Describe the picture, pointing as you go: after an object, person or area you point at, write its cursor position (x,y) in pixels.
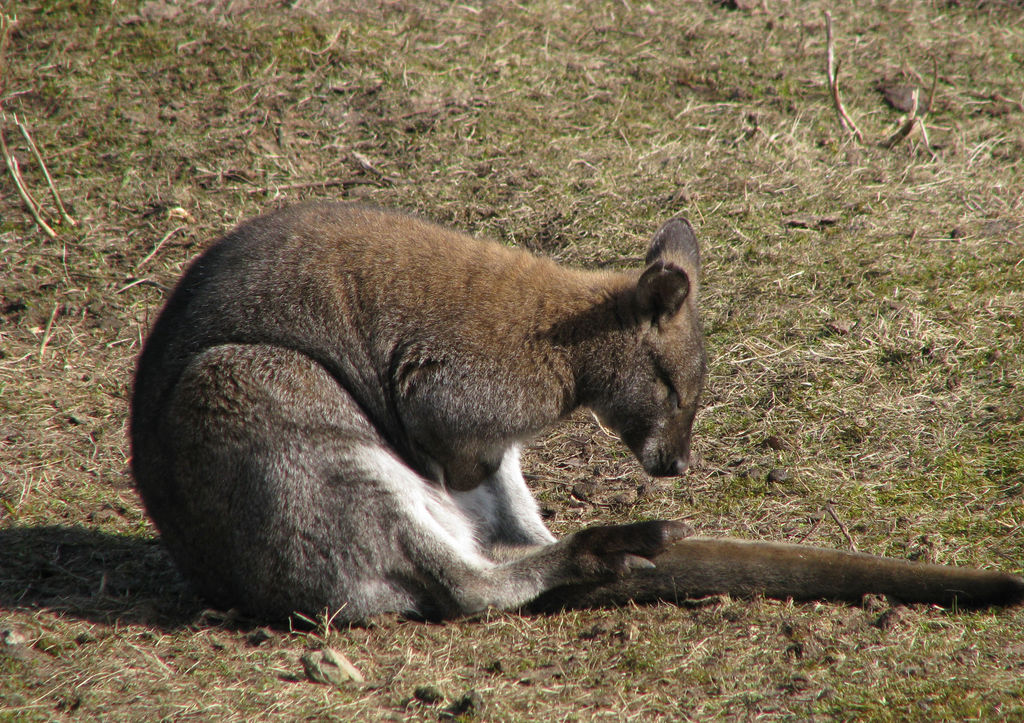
In this image, we can see an animal (475,478). We can see the ground (609,505) covered with grass (538,146).
